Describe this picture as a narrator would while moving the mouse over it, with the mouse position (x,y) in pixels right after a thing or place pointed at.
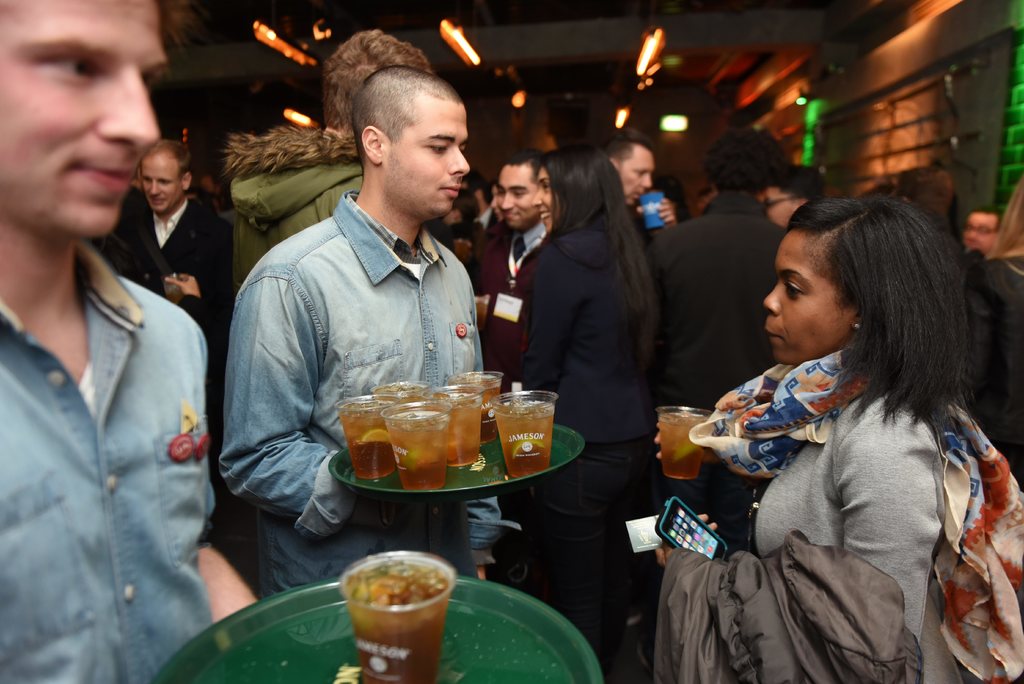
In this image i can see two man (182,460) standing and holding few glasses (466,421) in a hand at right (809,514) the woman (856,512) is holding a glass (669,442) at the back ground (525,181) i can see few persons (539,158) standing at the top (619,112) there is a light (642,48) at right (907,134) there is a wooden wall (861,143).
